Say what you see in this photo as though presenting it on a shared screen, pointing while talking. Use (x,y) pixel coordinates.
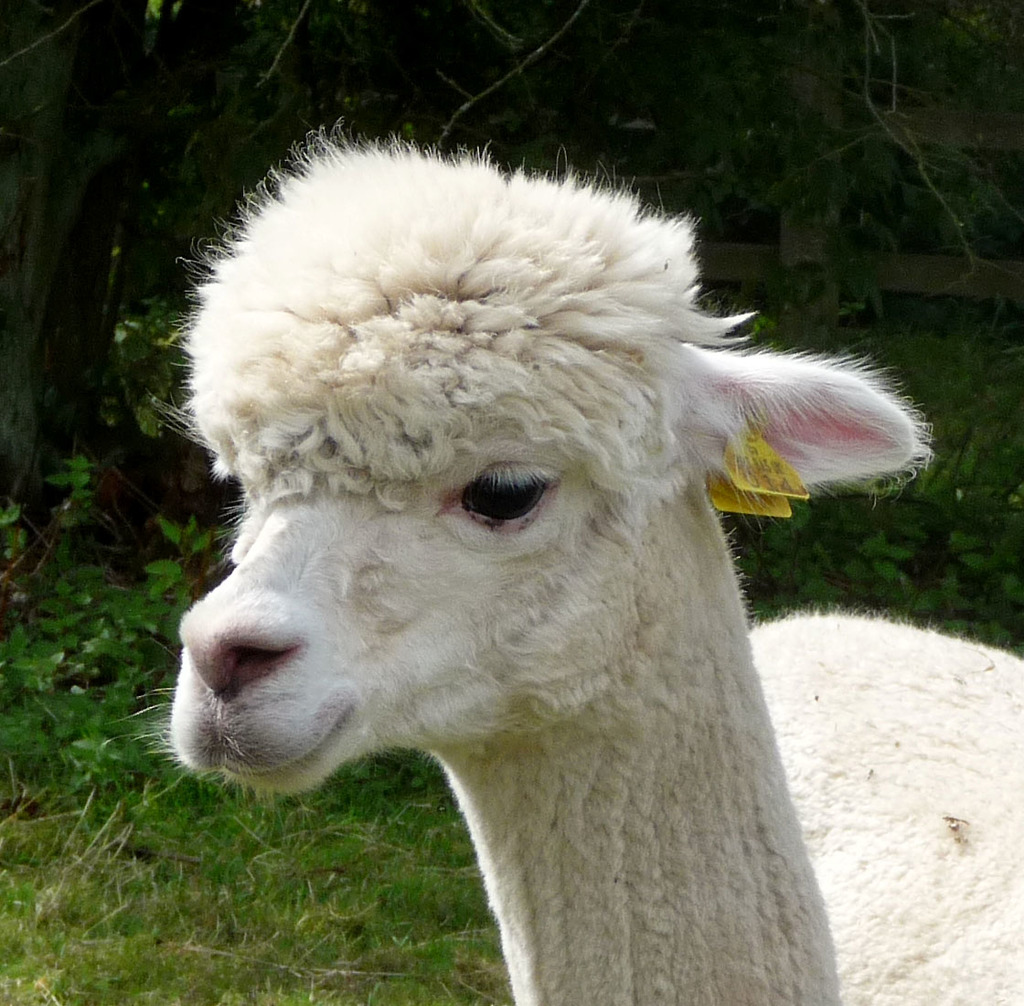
In the center of the image (435,462) we can see an animal (570,762). In the background (66,299) there are trees (824,91). At the bottom (126,940) there is grass (264,911).
